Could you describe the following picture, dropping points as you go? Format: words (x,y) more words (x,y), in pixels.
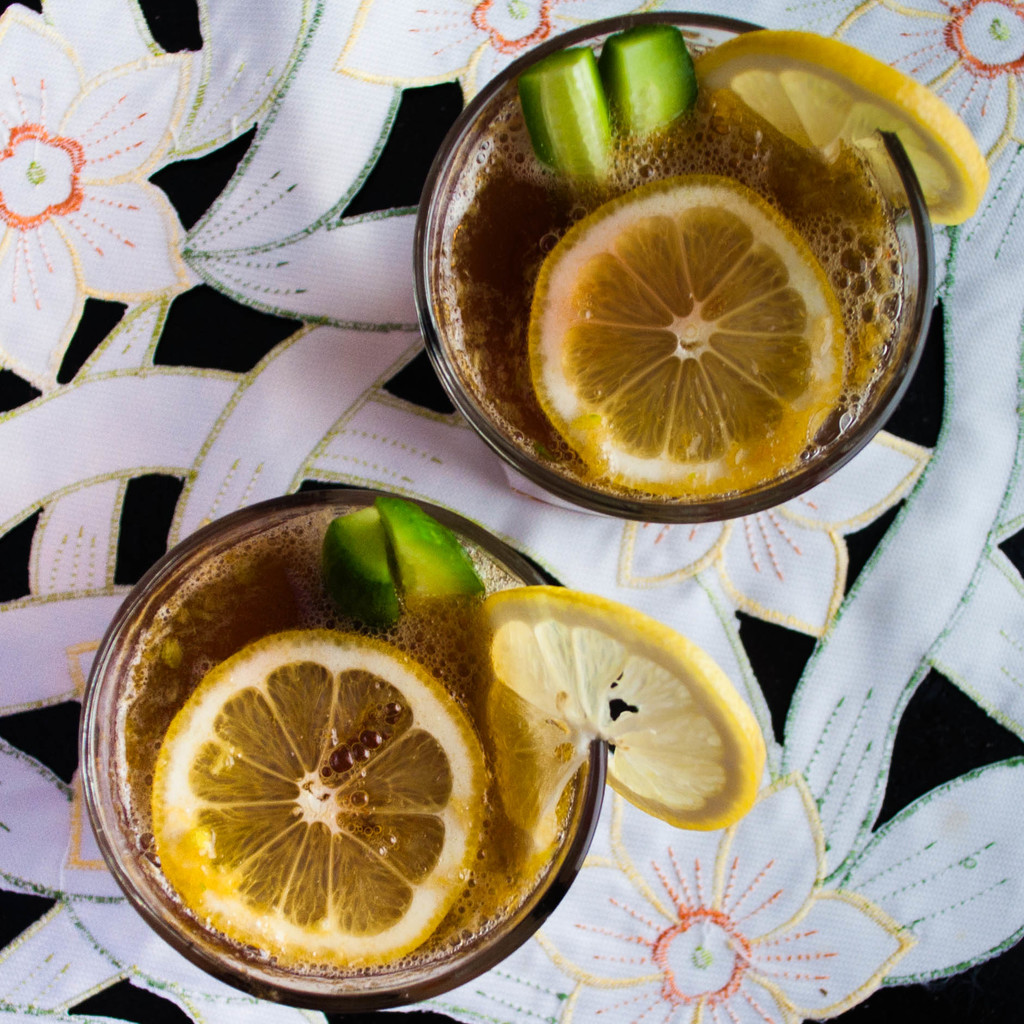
In this image I can see the glasses (655,514) with drink (849,327). The drink (182,702) is in brown, yellow and green color. These are on the white, black and orange color sheet (207,315).
